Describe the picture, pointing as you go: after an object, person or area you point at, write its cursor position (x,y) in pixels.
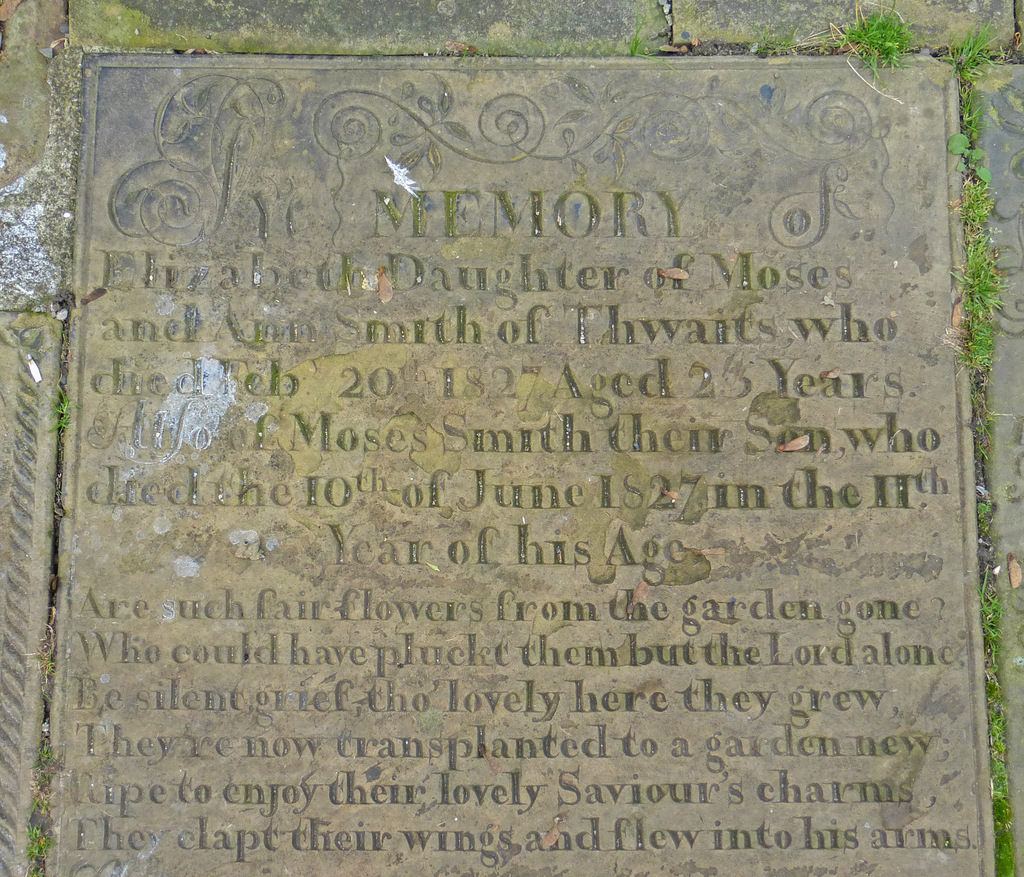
In this picture there is something written on the headstone (570,417).
